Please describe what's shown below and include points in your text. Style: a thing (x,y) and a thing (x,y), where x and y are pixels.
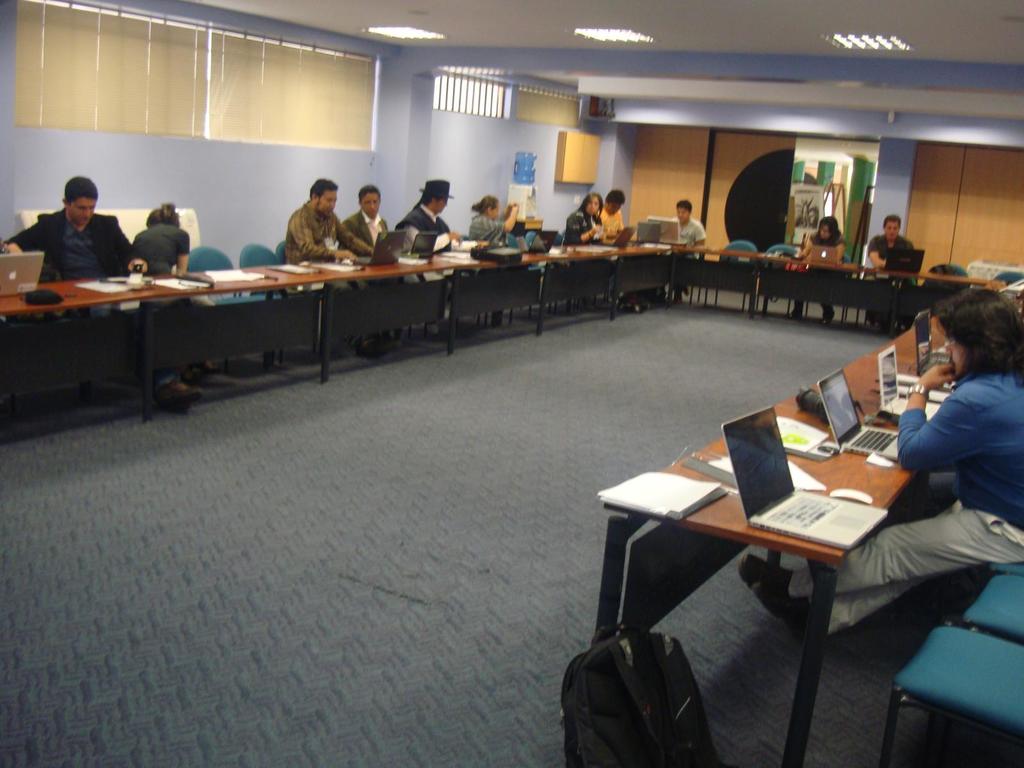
Here we see a group of people (66,188) seated on the chairs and we see tables (183,324) in front of them and few laptops (851,435), books (695,495).
